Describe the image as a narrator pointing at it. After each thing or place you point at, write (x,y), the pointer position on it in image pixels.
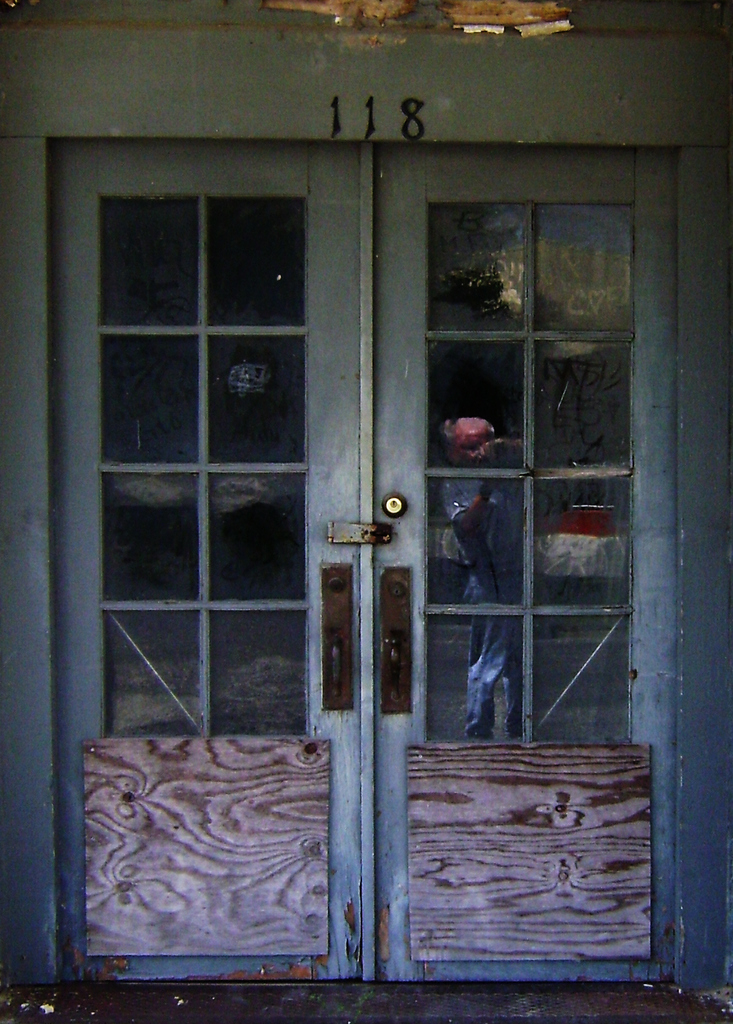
In this image there is a door (378,704) in the middle (356,675) to which there are blocks of glasses (222,315). At the bottom (271,860) there are two wooden planks (256,839) on the two doors (336,822).
